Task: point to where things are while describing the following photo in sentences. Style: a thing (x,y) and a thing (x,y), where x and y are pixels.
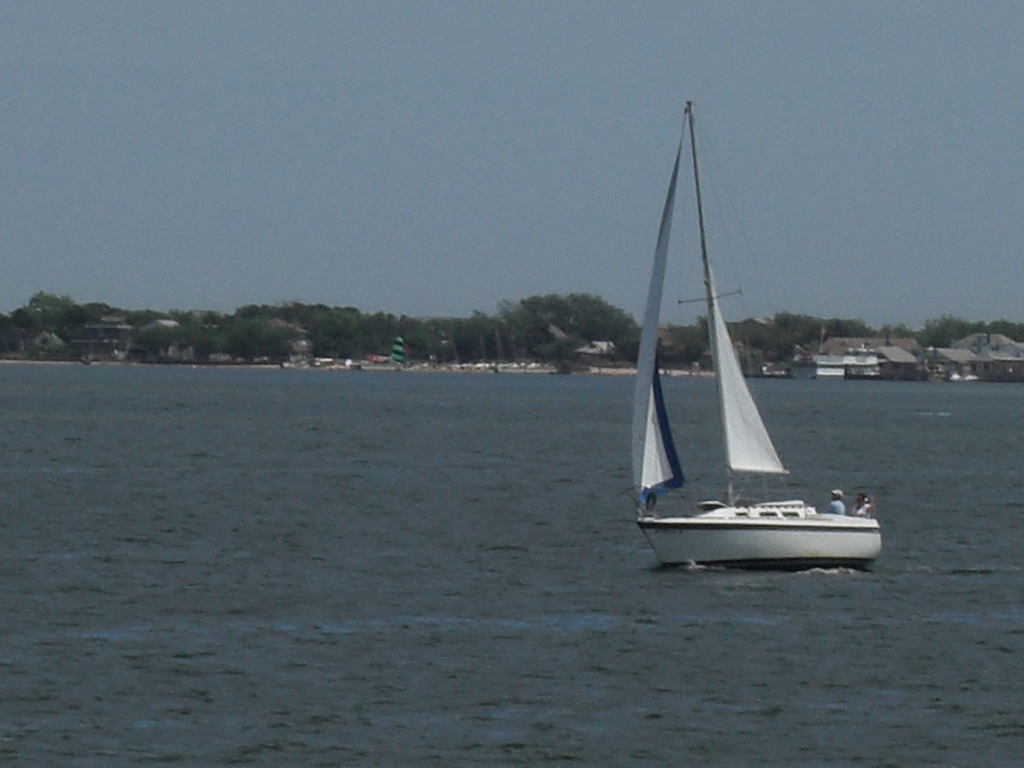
In this image we can see a person (843,508) sitting in a boat (750,533) placed in the water (801,597). In the background (982,350) we can see group of buildings (1004,355), trees (443,355) and the sky (360,190).
